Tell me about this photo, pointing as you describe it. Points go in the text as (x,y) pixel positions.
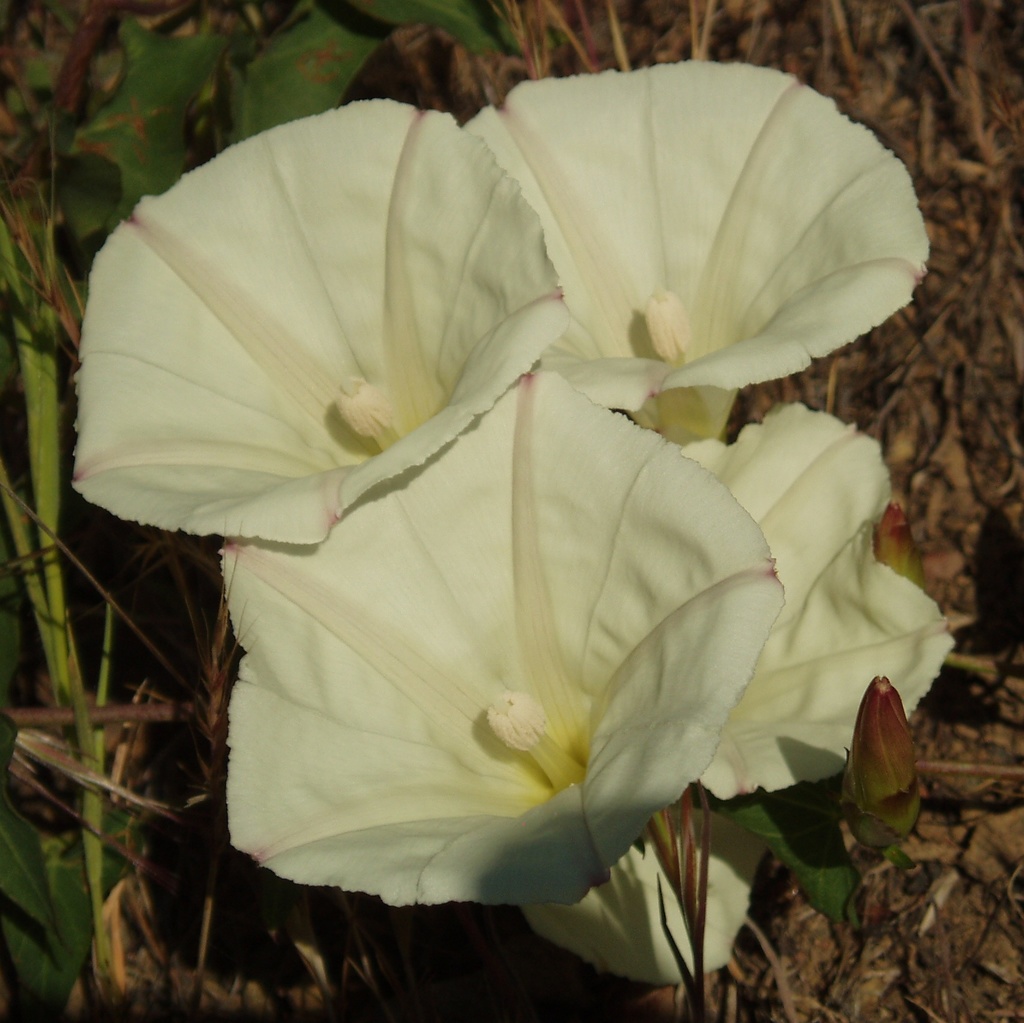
In the image we can see in front (616,218) there are flowers (560,439) which are in white colour and behind there are plants (703,887).
